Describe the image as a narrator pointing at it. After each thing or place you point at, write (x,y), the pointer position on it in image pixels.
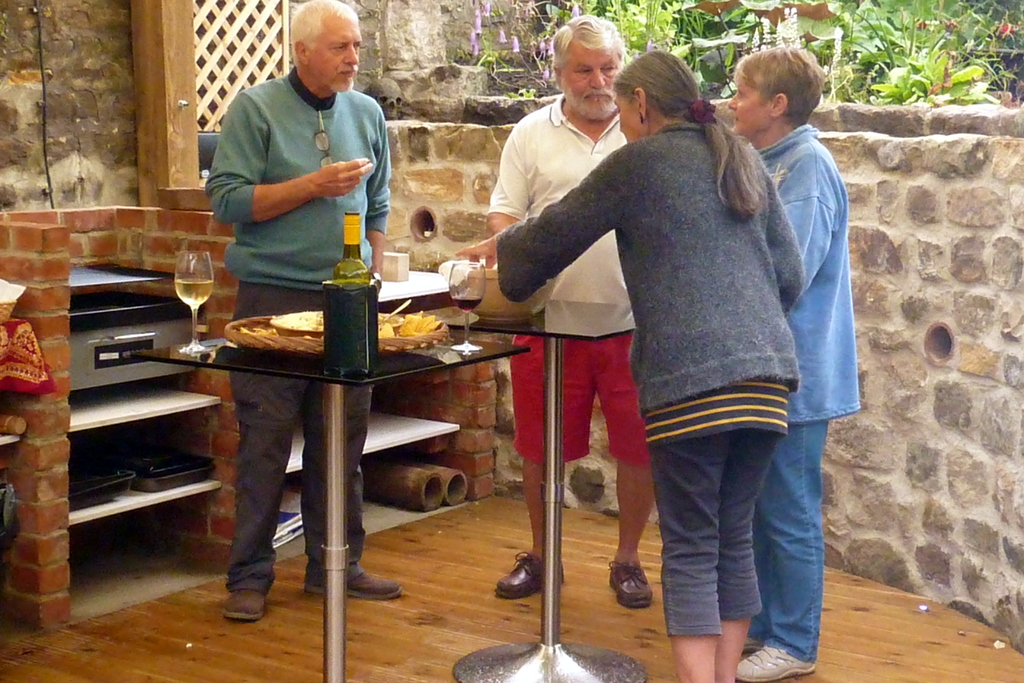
In this image we can see four persons (637,543) are standing on the floor (315,651). Here we can see tables (556,439), bottle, glasses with liquid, bowl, stove (137,342), shelves (113,418), wall (47,495), plants (872,29), and other objects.
